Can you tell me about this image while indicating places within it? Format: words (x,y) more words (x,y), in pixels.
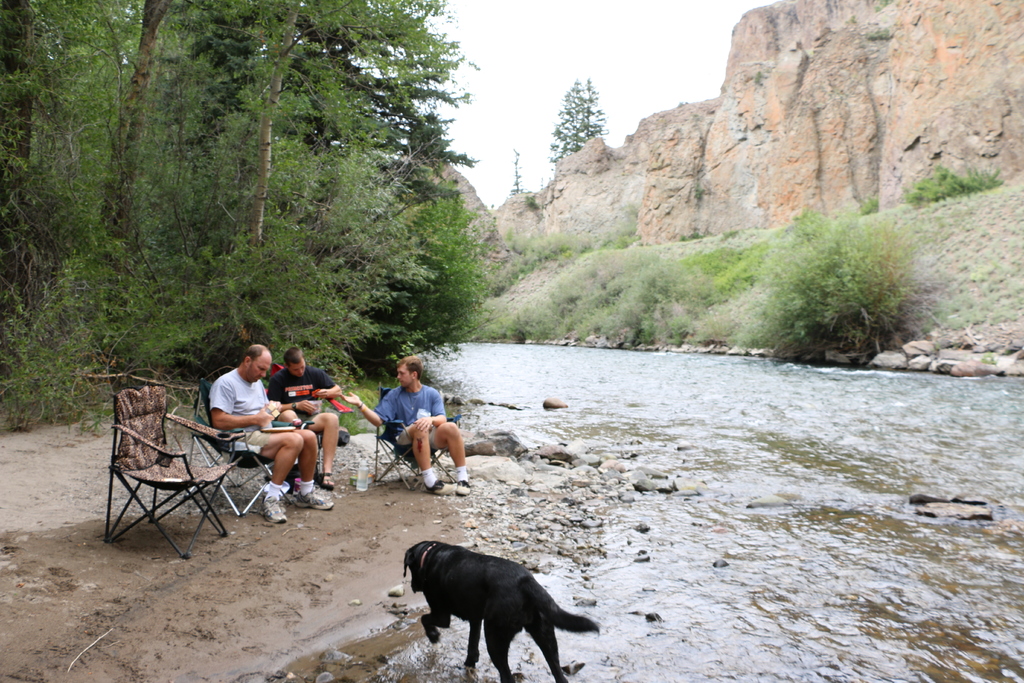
This is the picture of outside of the city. At the top (531,77) there is a sky (545,100) and at the bottom (850,568) there is water (842,441). At the left (226,169) there are trees (269,58) and at the right (747,144) there are mountain (700,154). There are three persons (429,404) sitting on the chair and at the front (493,579) there is a dog (484,574).
